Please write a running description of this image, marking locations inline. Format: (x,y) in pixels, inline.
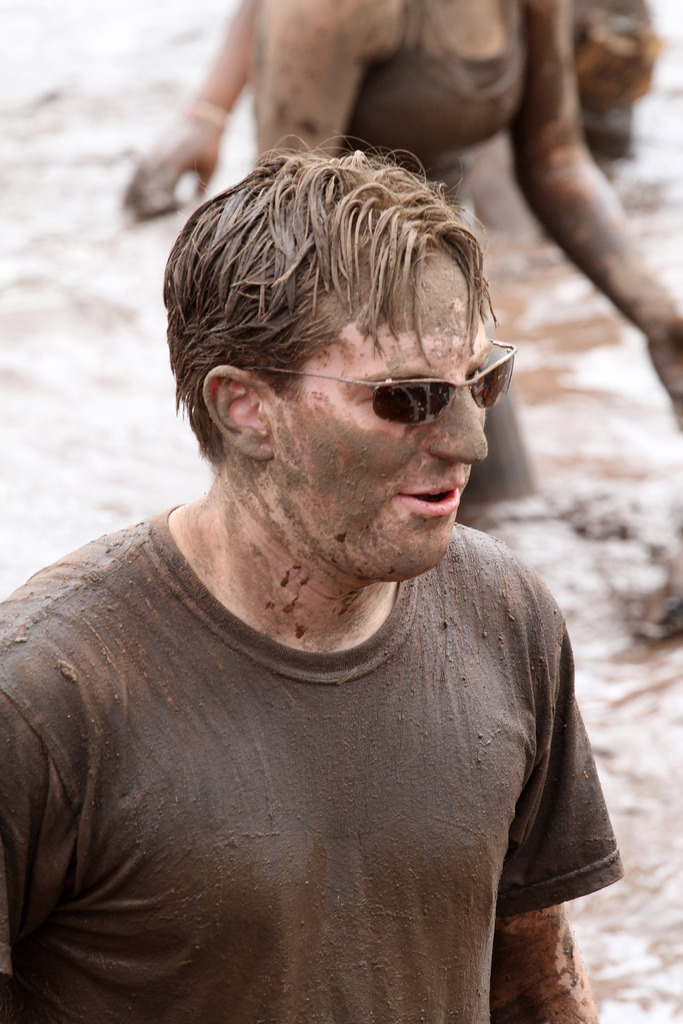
In this image we can see a group of people (451,76) standing. One person (401,563) is wearing goggles (424,396).
